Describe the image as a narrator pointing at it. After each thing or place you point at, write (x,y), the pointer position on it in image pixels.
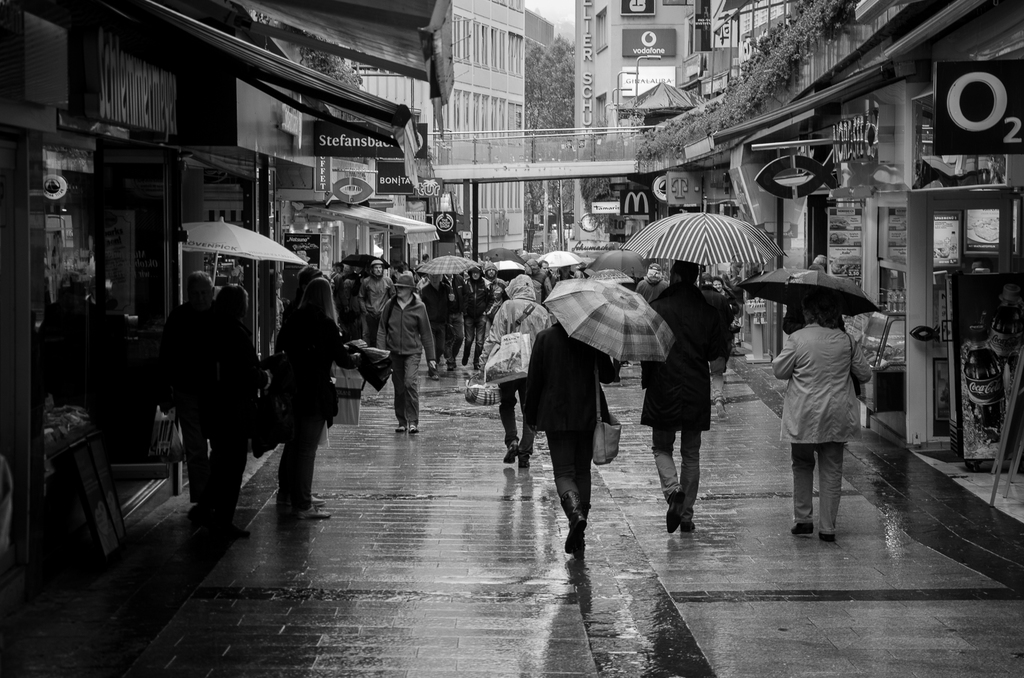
In this picture, we can see a few people (795,399) carrying some objects (673,242) and we can see the road (885,524), stores (14,154) with some poster (662,77), poles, bridge (633,131), buildings (475,47), trees (572,107), plants (778,96) and the sky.
